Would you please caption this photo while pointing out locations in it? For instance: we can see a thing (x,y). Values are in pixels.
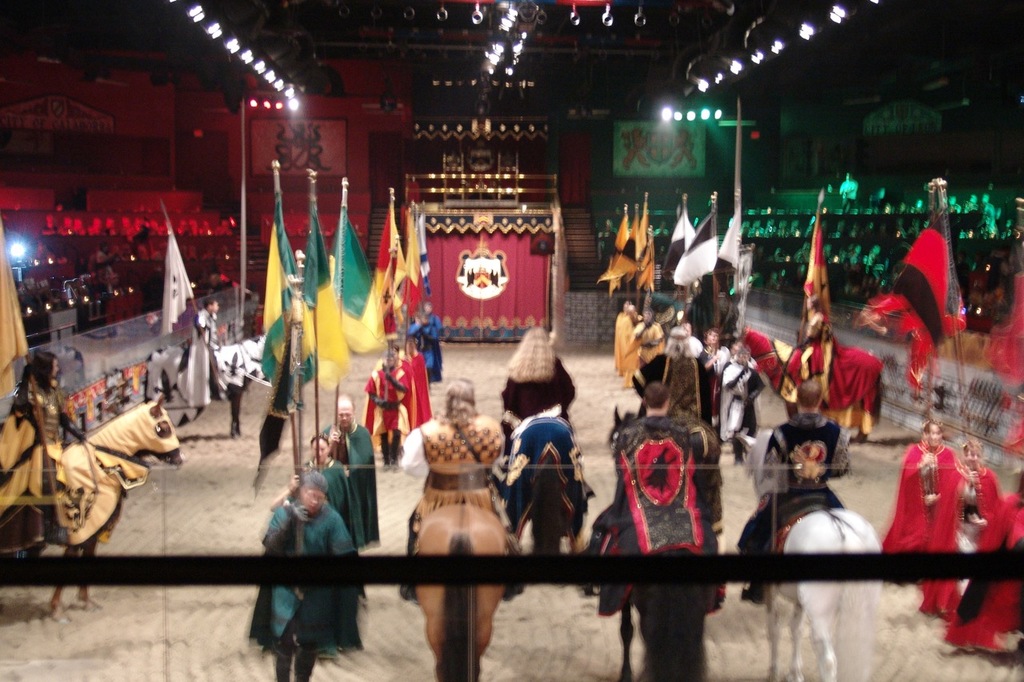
In this picture I can see number of people (436,375) in front (466,424) and I see that all of them are wearing costumes (434,347). I can also see few of them are on horses (783,522) and few of them are holding flags (918,280). In the background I can see the lights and I can see a red cloth (463,285) in the center of this picture (483,293) and I see a logo (478,291) on it.
